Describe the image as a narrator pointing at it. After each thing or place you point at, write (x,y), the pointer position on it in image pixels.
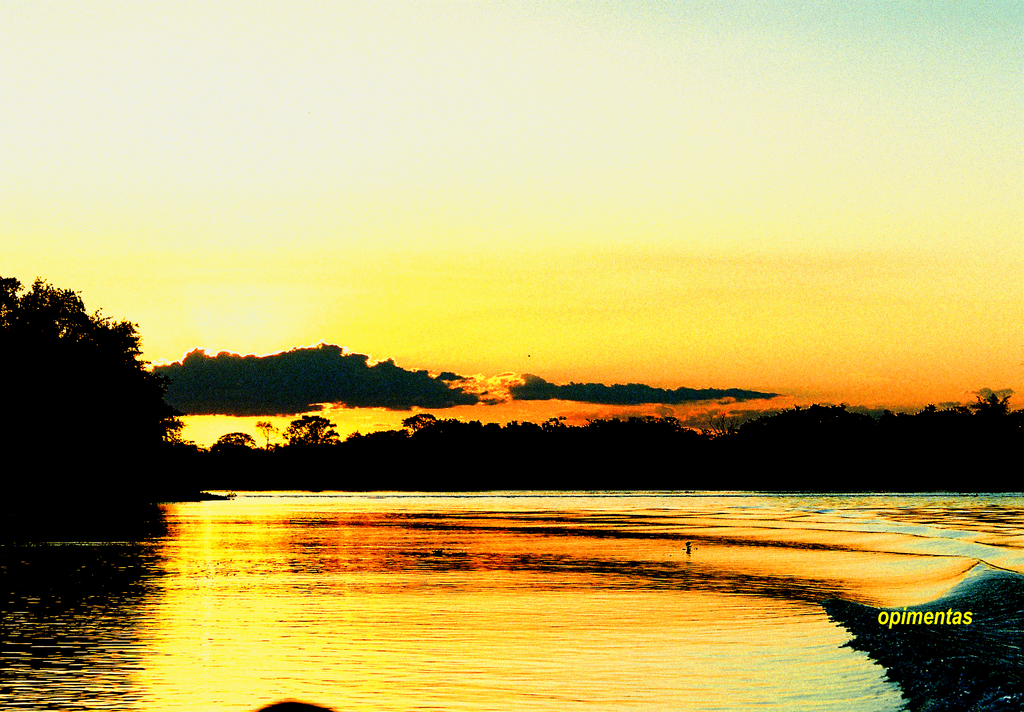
In this image I can see the water (556,655). In the background (339,489) I can see many trees (304,424), clouds (342,356) and the sky (653,161).
